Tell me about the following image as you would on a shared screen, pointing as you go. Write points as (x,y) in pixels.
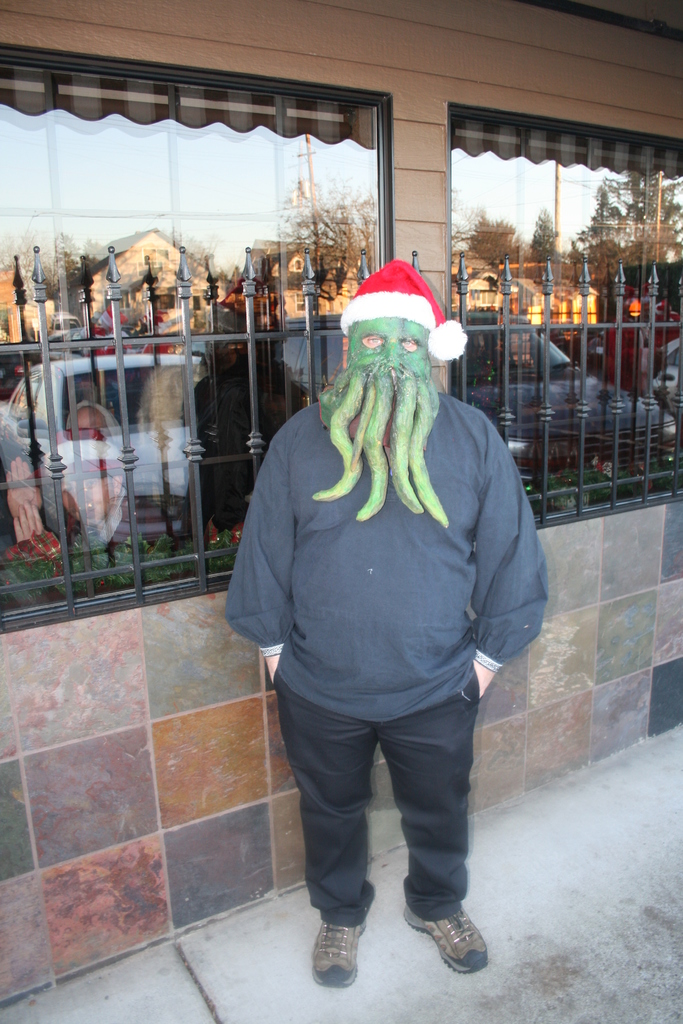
In this image we can see a person (392,769) standing on the ground (504,857) wearing a mask (353,443) and a cap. We can also see a metal fence (233,540) and a building (459,225) with windows (464,207).
